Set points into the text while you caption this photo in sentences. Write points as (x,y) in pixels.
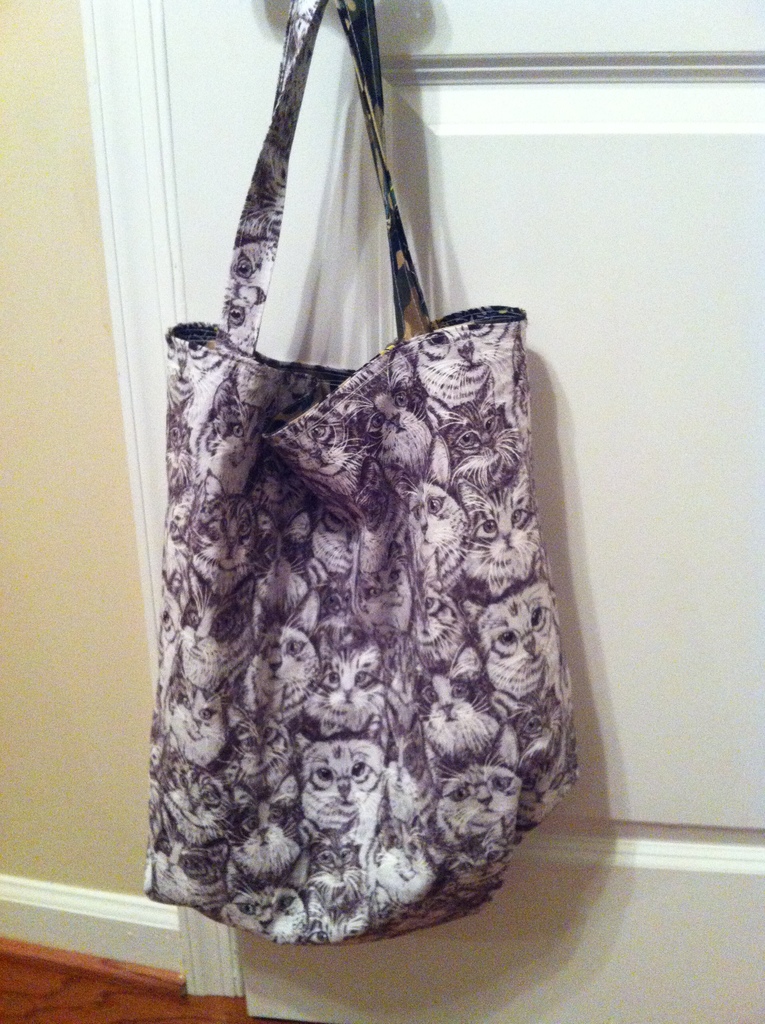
In this image there is a purple and white cat printed handbag (273,254) hanged on a door (335,155), at the back ground (69,999) there is a wall (132,899) and wooden floor (62,992).
